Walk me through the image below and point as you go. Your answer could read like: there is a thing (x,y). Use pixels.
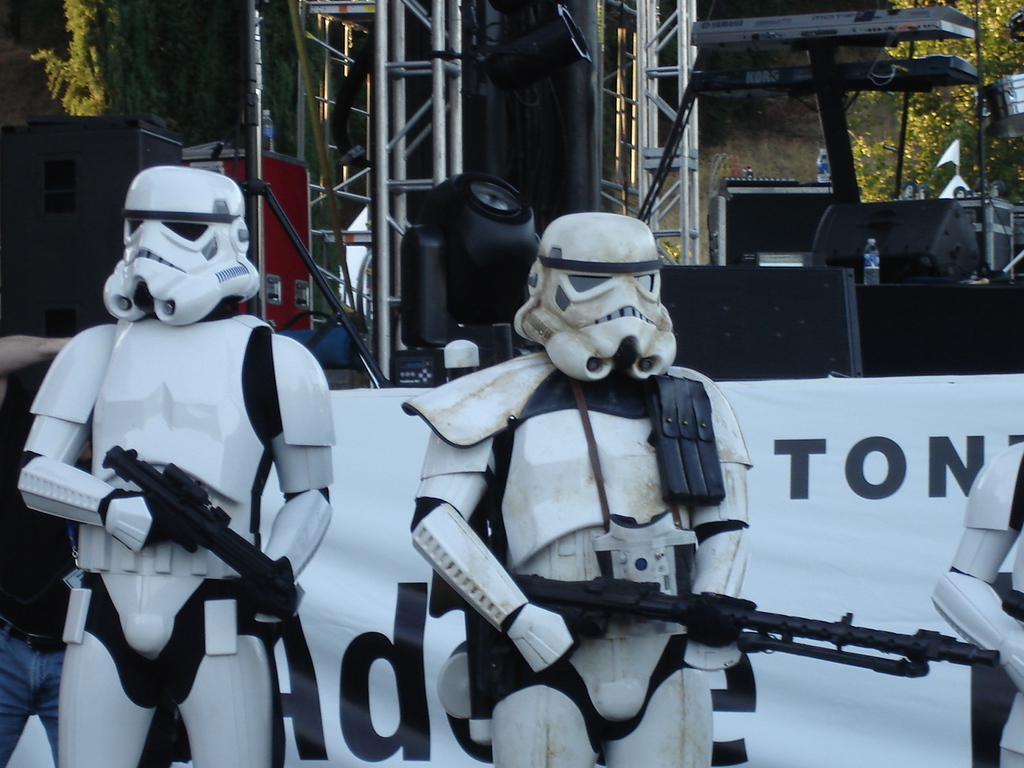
There are people (263,362) wearing helmets (199,304) and holding gun (569,582). In the back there is a banner (835,554). Also there are poles (456,159), trees (231,66) and bottles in the background (257,89).
